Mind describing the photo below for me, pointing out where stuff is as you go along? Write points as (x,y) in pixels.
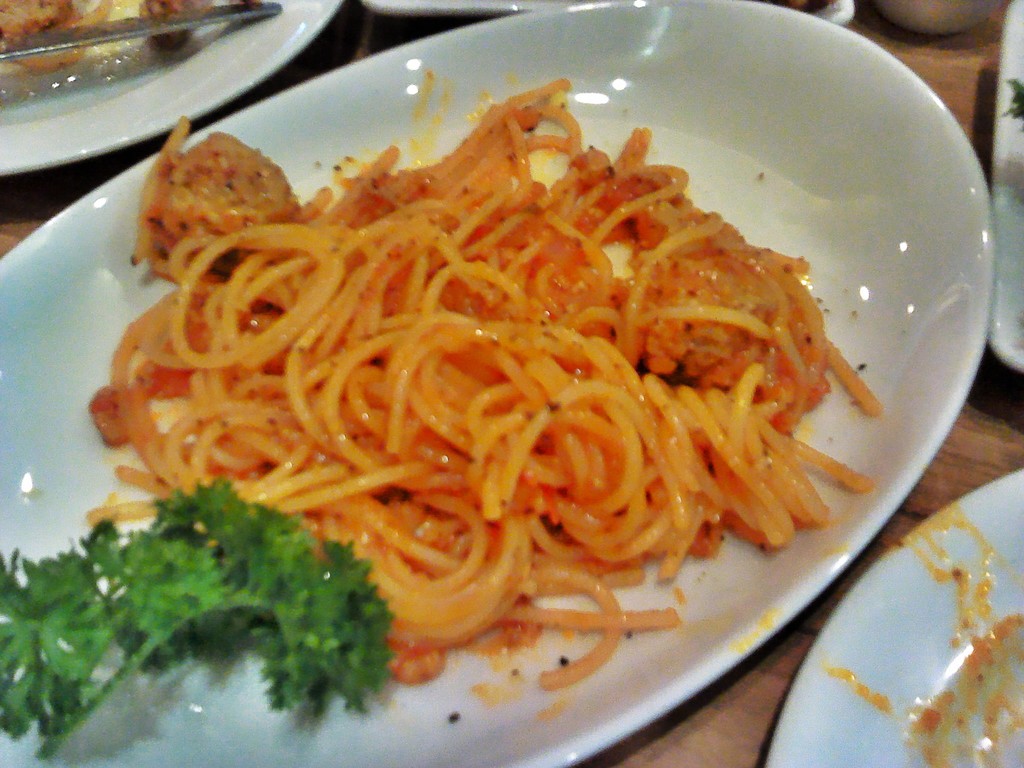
In this image there are few plates (239,759) on the table (702,730). Middle of the image (391,481) there is a plate (722,574) having noodles (573,502) and leafy vegetables (315,553) on it. Left top there is a plate (14,123) having some food (100,19) and a spoon (107,30) on it.
